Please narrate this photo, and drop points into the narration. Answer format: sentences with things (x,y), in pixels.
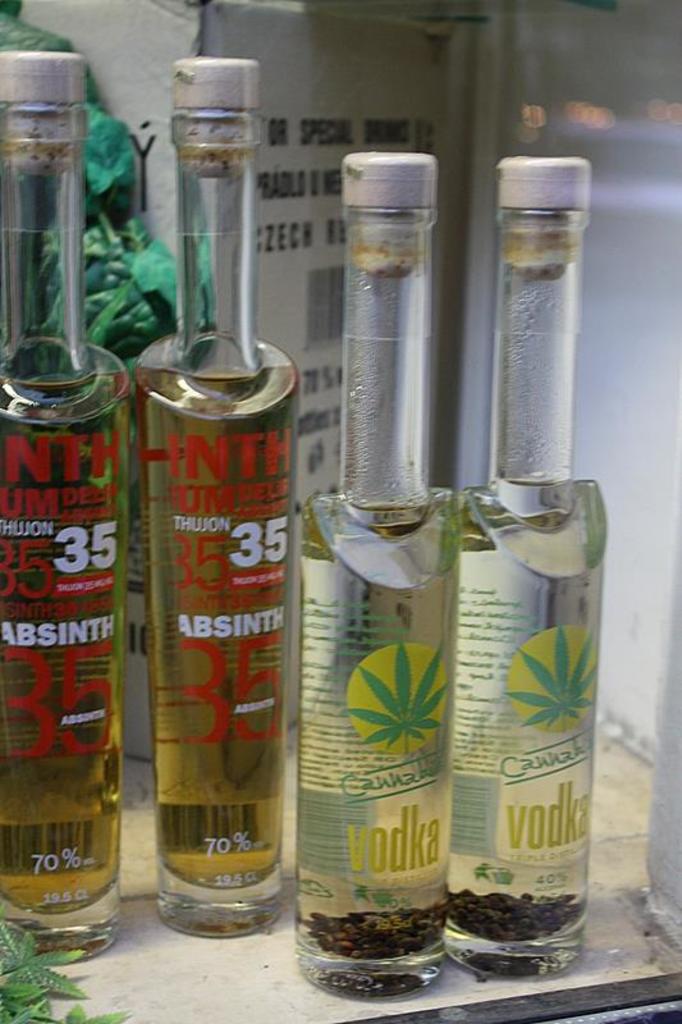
In this image, we can see 4 bottles (314,511) with lids (533,203). That are filled with a liquid (204,476). On the front of the bottle (529,745), there is a sticker (79,673). Left side (33,988) bottom of the image (42,975), we can see some leaves (38,968). Behind the bottles (208,193), we can see a carton box (315,67) and here some cloth (121,282). Here white color wall (647,362).
